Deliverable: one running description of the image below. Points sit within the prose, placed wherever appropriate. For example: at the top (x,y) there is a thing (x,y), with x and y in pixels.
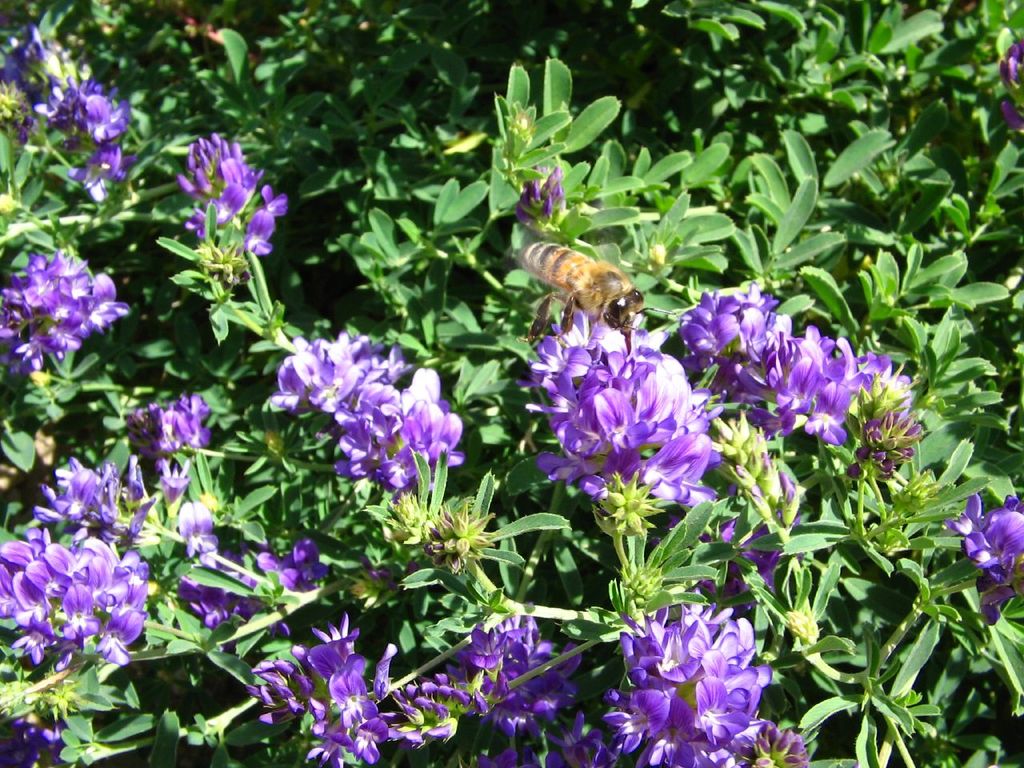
In the center of the image (630,345) we can see a honey bee (542,242) on the flower (602,392). At the bottom (359,600) there are plants (789,540) and we can see flowers (739,382).
